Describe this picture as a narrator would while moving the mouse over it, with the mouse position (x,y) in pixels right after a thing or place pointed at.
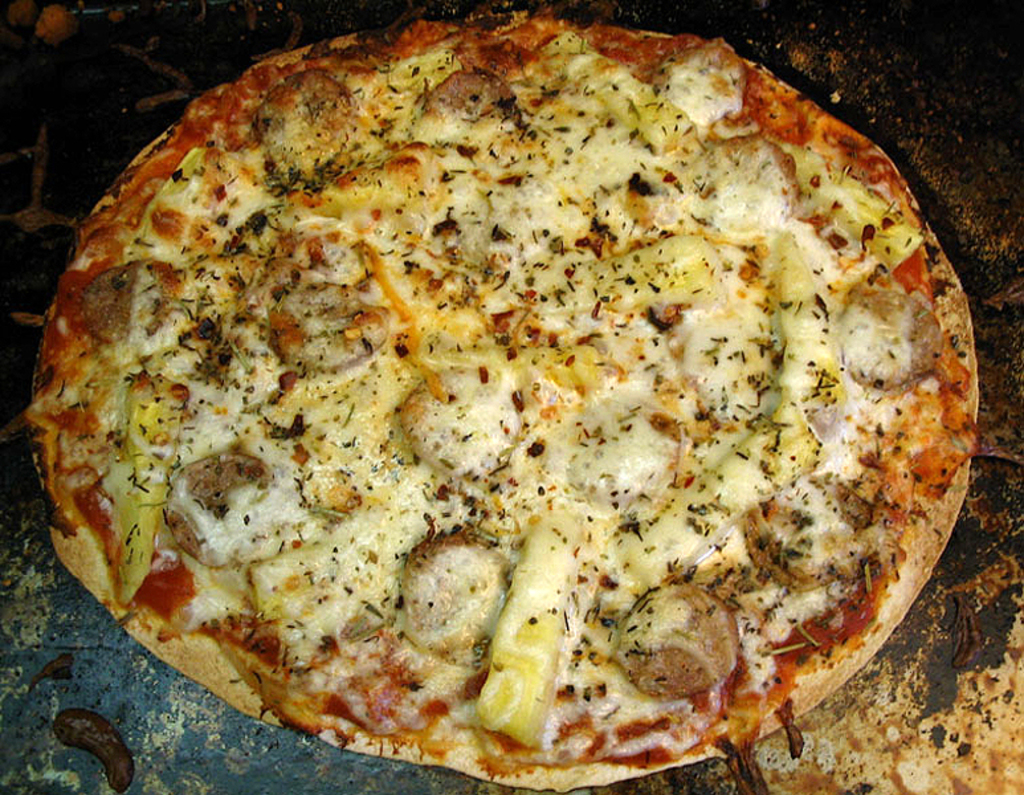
In this image we can see a pizza (104,260), and some other items (94,737) on a surface (95,686).
